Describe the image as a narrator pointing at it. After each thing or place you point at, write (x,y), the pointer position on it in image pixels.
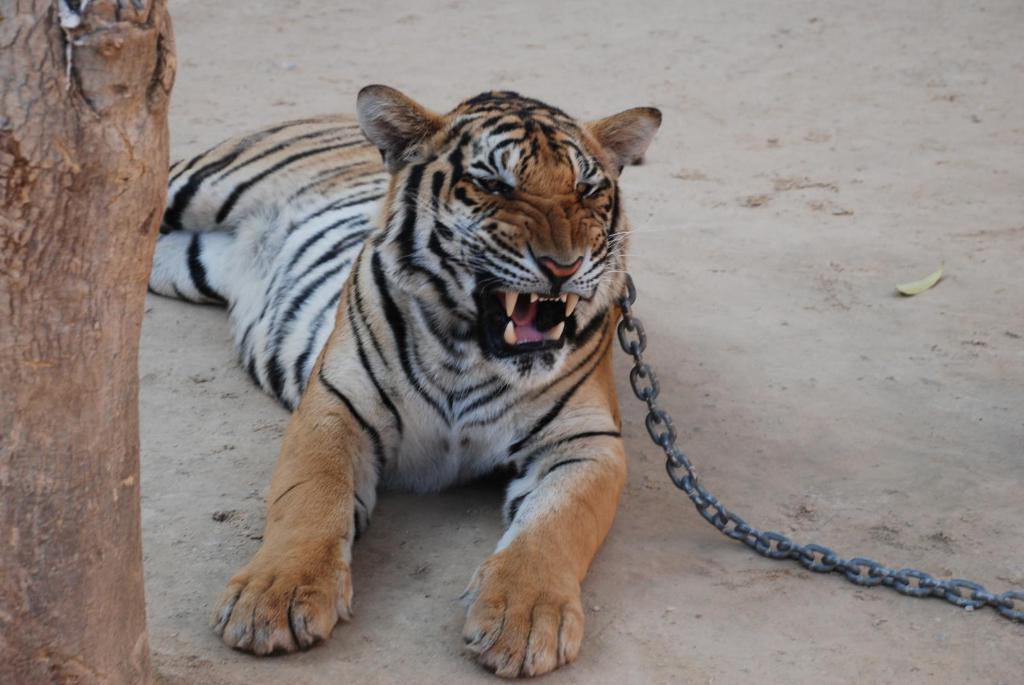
In this image I can see a tiger (553,358) and a chain (632,286) attached to the neck (566,365) of the tiger (525,257) and a wood (58,209) visible on the left side (55,219).
